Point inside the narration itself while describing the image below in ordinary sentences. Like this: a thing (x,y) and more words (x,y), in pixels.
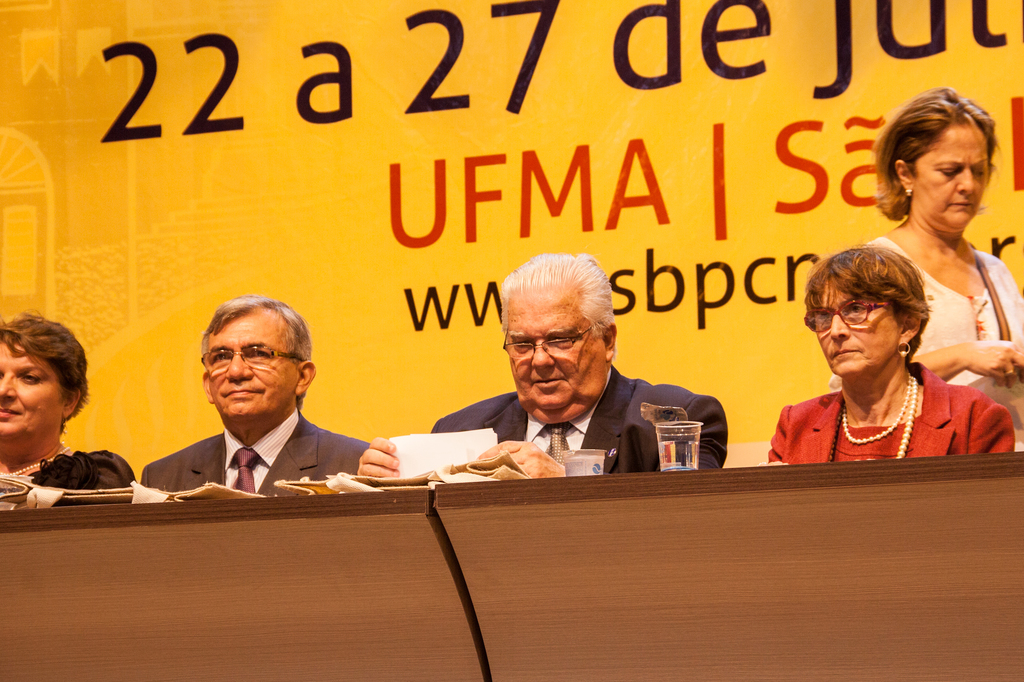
In this image we can see people (562,414), glass (692,458), papers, wooden object (373,498) and in the background (381,76), we can see a poster (438,165) with some text (624,68).
